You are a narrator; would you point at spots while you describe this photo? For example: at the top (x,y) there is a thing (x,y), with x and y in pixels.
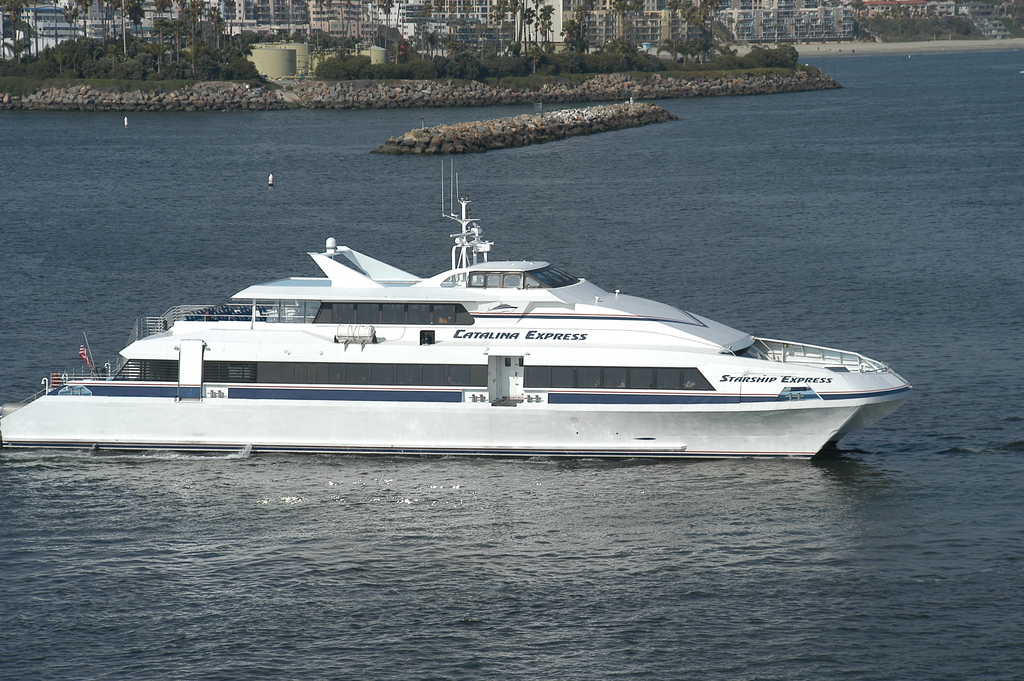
In the image we can see the ship (178,408) in the water (312,467). We can even see stones (459,141), trees (329,62) and buildings (306,27).
